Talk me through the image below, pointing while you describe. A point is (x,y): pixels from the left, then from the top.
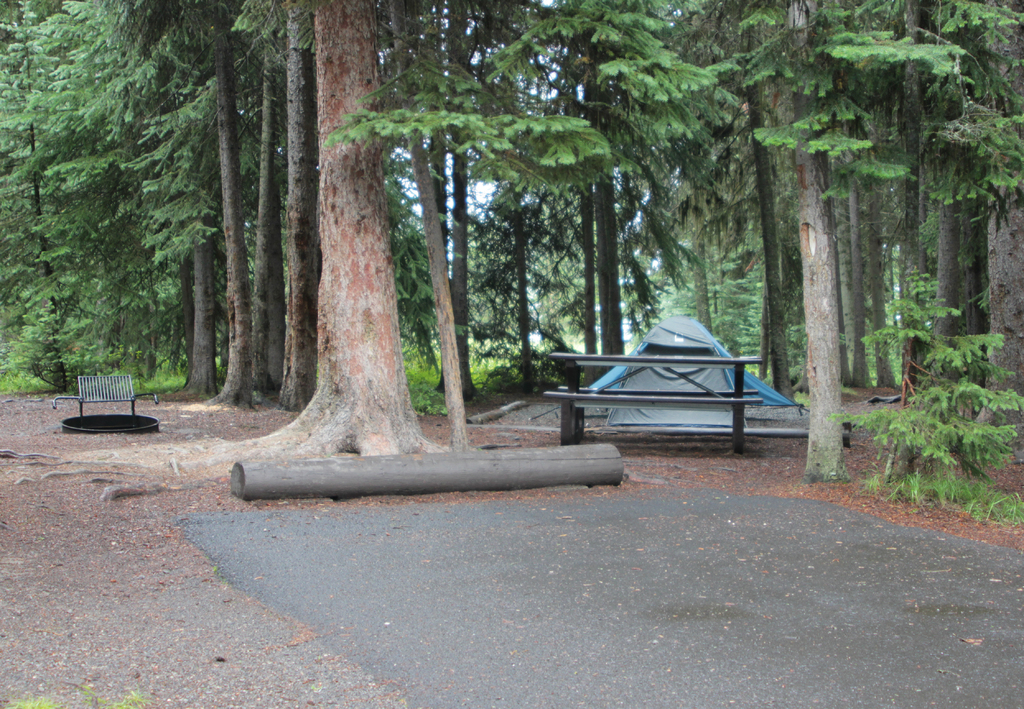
In the picture we can see some path (410,665) and beside it, we can see some plant (947,351) and bench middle of the trees (12,181) and in the background (53,269) we can see trees (13,89).
